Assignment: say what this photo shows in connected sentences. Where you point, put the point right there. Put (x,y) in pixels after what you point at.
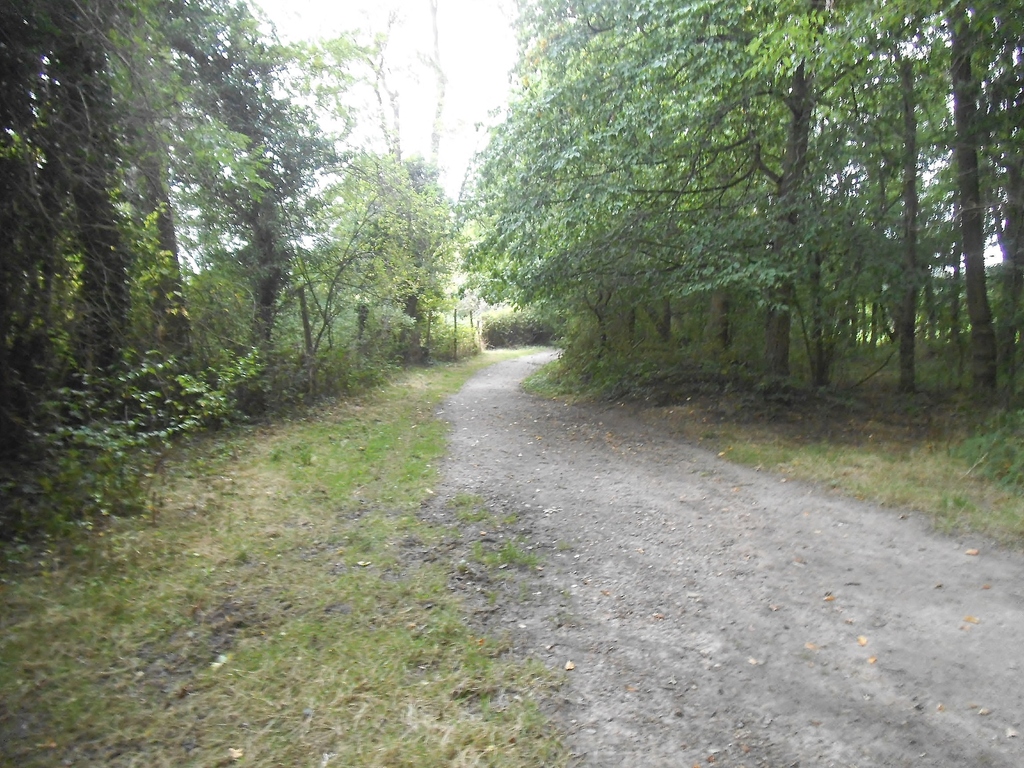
In this picture I can see the way (536,577) in the middle (600,495), there are trees (581,345) on either side of this image. At the top (465,53) there is the sky (462,55).
